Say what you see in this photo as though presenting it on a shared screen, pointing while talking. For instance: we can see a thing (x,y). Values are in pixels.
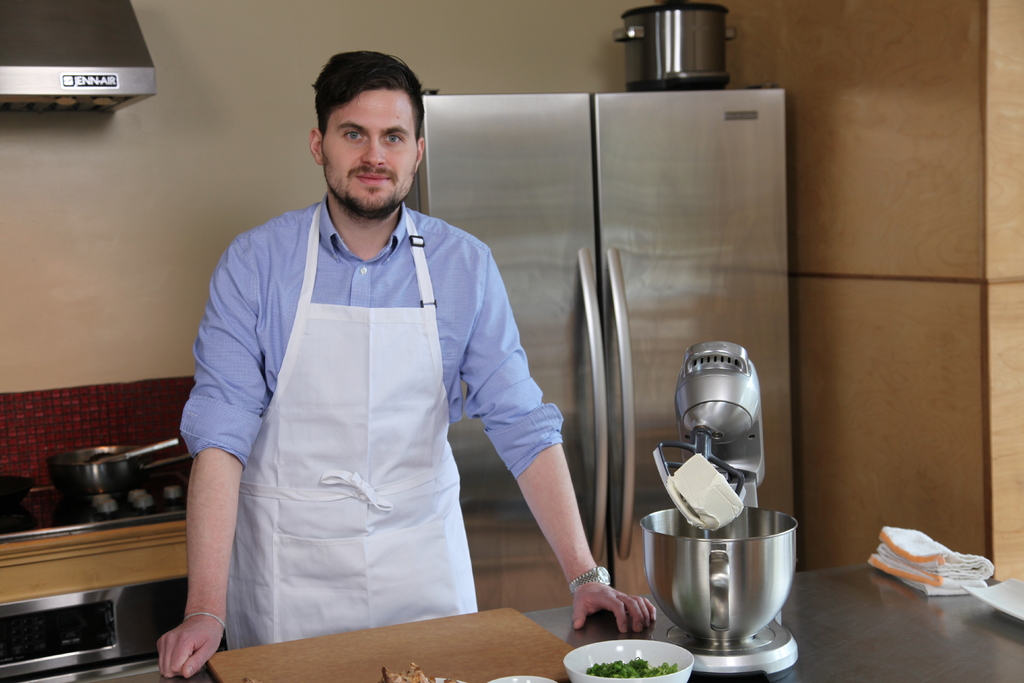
This is the inner view of a kitchen (131,274). In the kitchen (309,109) we can see chimney (100,65), counter top (979,604), crockery (585,658), chopping board (472,652), whipping machine (682,611), kitchen towels (959,580), refrigerator (600,347) and crockery (96,458). In the middle of the image (500,383) we can see a man (521,485) standing on the floor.
